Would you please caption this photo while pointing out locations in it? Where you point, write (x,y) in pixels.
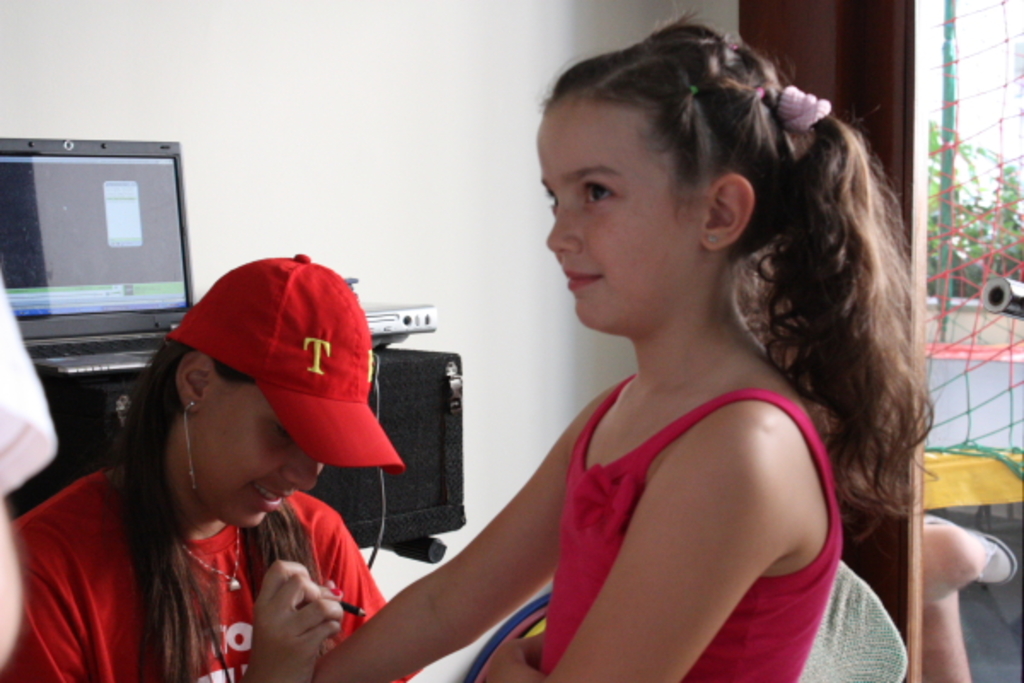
In the middle of the image (606,427) two persons (74,663) are sitting. Behind them we can see a table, on the table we can see a laptop (180,189). Behind the laptop (181,187) we can see a wall (533,443). On the right side of the image (958,445) we can see fencing (1001,167). Behind the fencing (1021,214) we can see some trees (936,205) and pole (942,160).
